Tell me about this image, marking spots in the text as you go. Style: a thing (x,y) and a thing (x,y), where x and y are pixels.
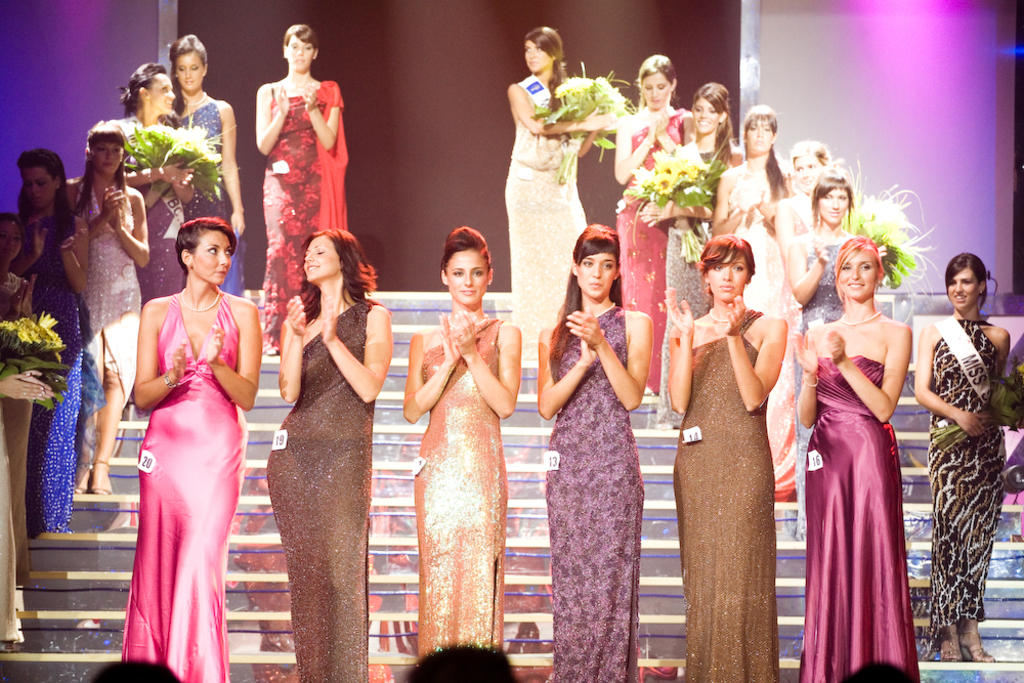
In this image we can see people (734,279) and few of them are holding flower bouquets (619,101). Here we can see steps (643,426). In the background (405,264) we can see wall (700,69).
